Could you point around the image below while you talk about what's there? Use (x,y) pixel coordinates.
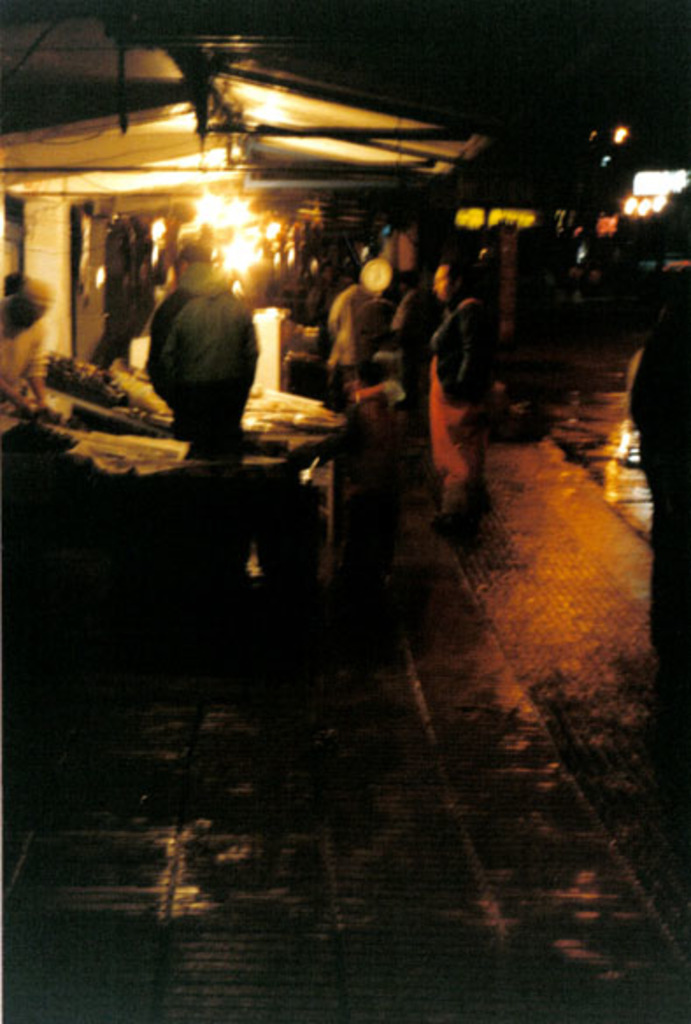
In the foreground of this image (156,400), it seems like a market (317,298) where people (340,383) are standing on the side path (601,632) in the dark. We can also see few lights (230,208).
